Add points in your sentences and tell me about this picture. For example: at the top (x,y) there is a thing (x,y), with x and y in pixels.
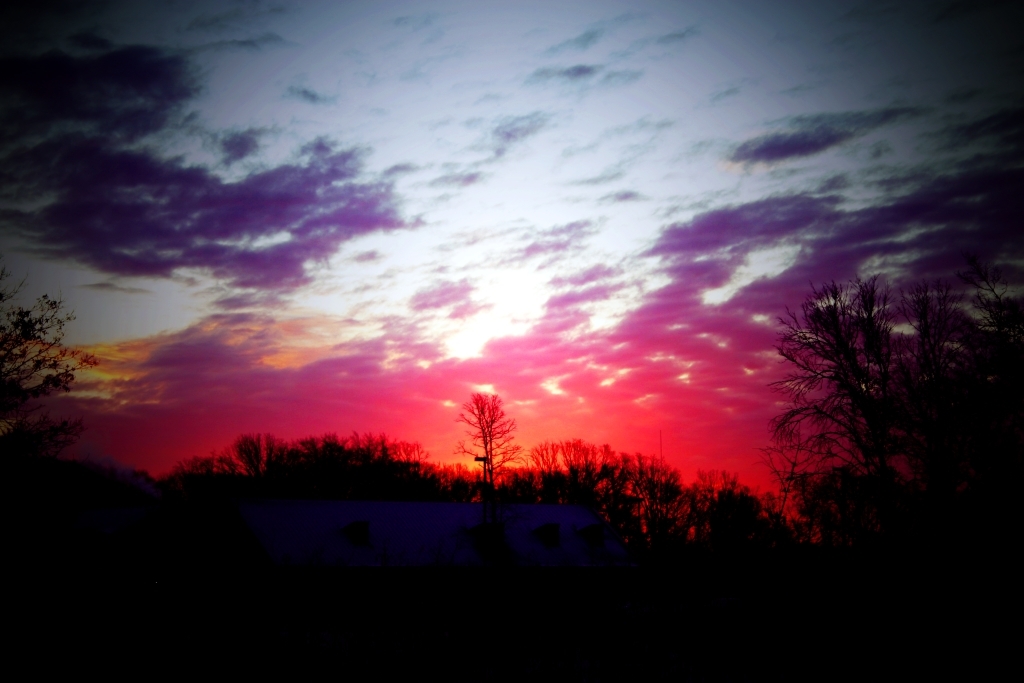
In this image we can see some trees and at the top (426,60) we can see the sky (442,60) with clouds (1018,215).
